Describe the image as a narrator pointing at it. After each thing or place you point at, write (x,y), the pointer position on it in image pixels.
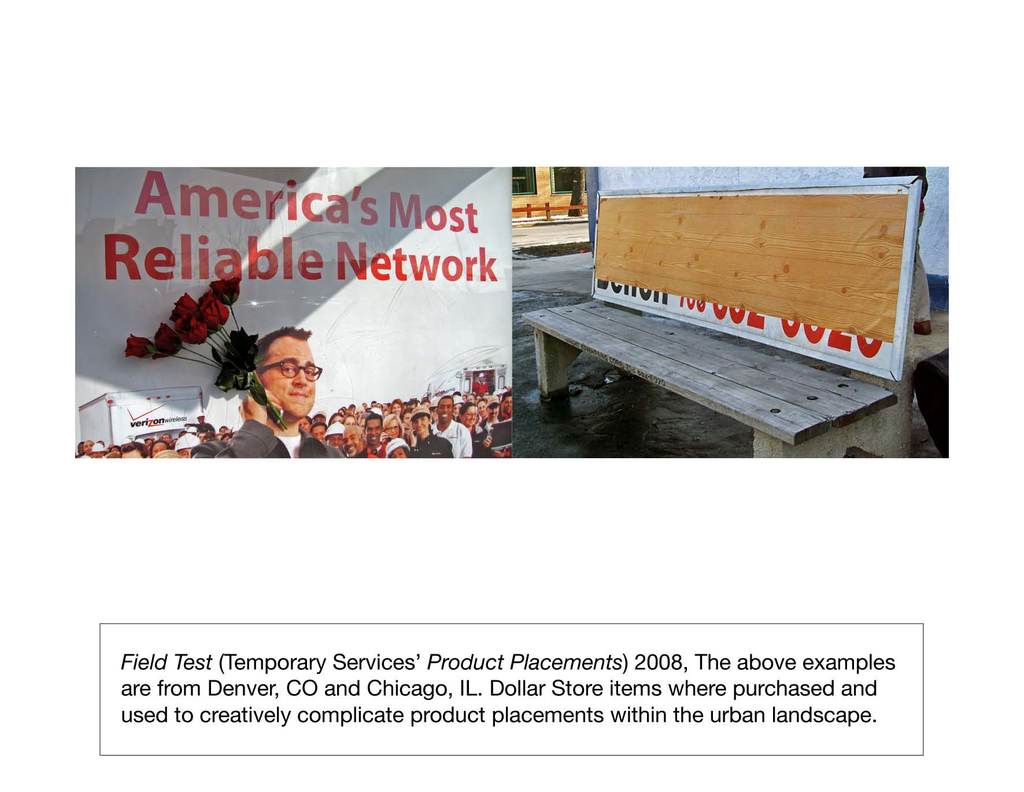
In this image we can see two different images in a single picture where as on the left side (302,240) we can see flowers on the banner (290,232) and on the right side (704,345) we can see a bench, person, walls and windows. At the bottom (261,672) we can see sentence (470,703) written on the image in a box (413,671).
